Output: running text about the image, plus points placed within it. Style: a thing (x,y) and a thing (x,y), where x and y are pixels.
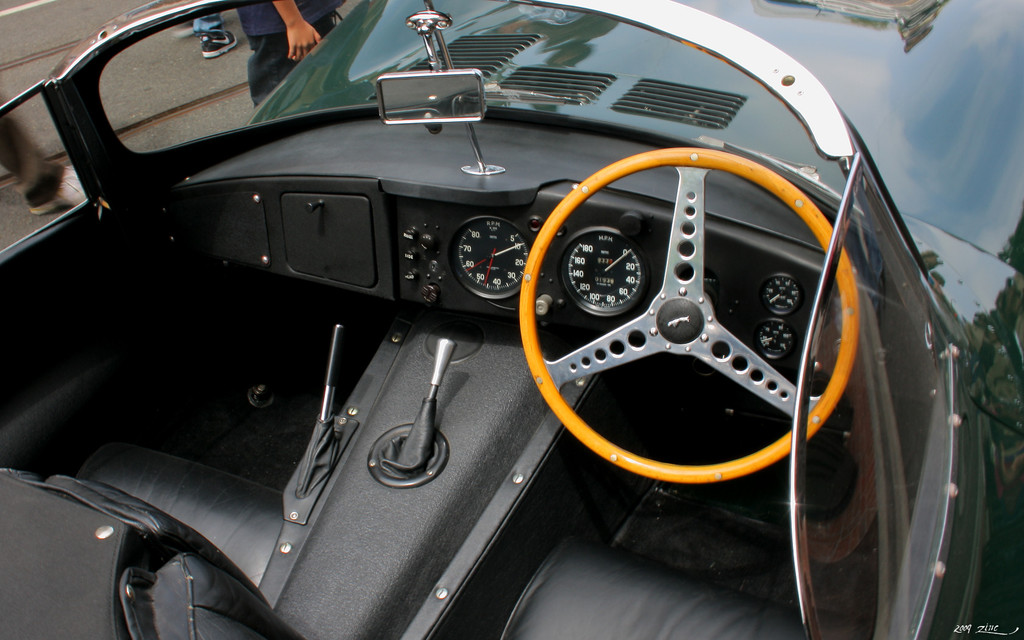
A picture of a vehicle (139,463). Here we can see steering (533,367), gauges (594,283) and mirror (392,92). Left side (13,156) corner of the image we can see legs (32,146) and person (278,21).
